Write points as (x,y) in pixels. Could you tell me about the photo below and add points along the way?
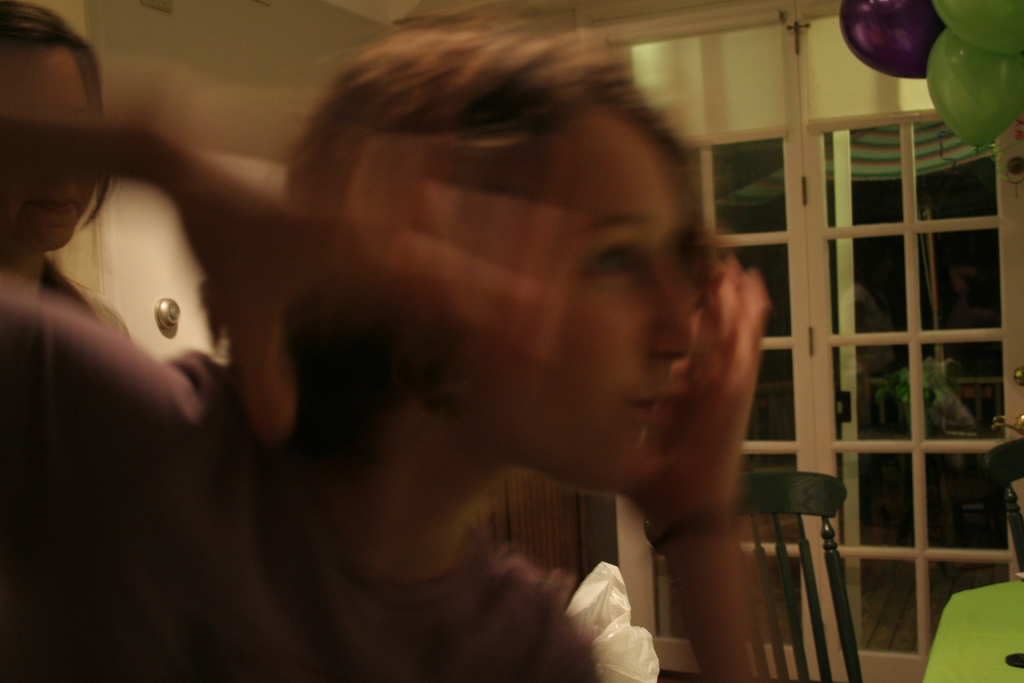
In this image we can see women (294,266). In the background (358,34) there is a door (820,303), chair (803,510) and wall (313,43).
